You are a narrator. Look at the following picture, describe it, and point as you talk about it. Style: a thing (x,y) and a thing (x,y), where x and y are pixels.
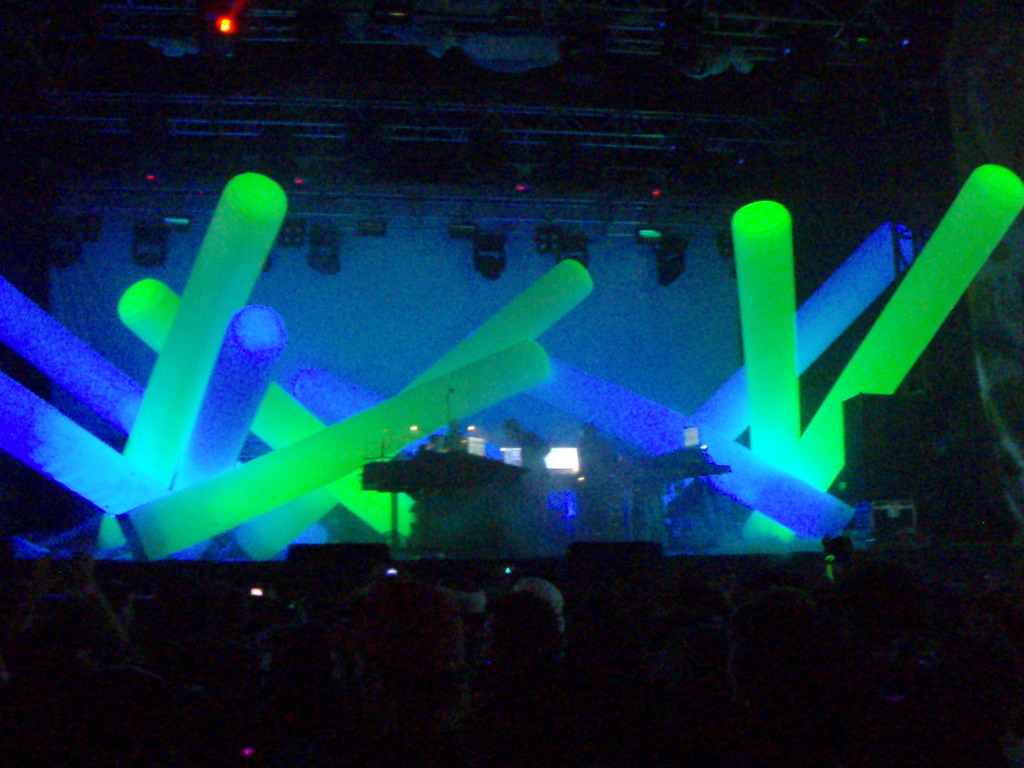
In this image there are persons (332,681) truncated towards the bottom of the image (432,673), there are persons (605,475) on the stage (794,544), there are objects (147,490) on the stage (796,410), there are objects (22,333) truncated towards the left of the image (37,375), there are lights (76,257), the background of the image (409,287) is blue in color.
